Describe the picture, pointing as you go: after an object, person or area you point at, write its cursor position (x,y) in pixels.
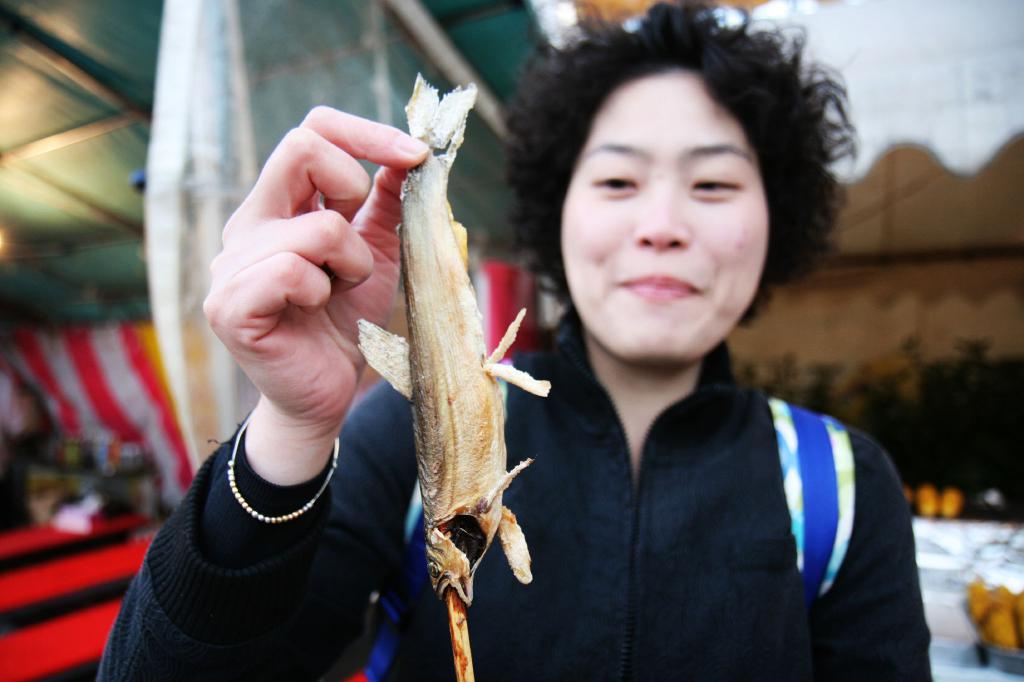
A person (575,481) is holding the fish (505,351), this person (596,459) wore black color coat (649,576) and also smiling.
